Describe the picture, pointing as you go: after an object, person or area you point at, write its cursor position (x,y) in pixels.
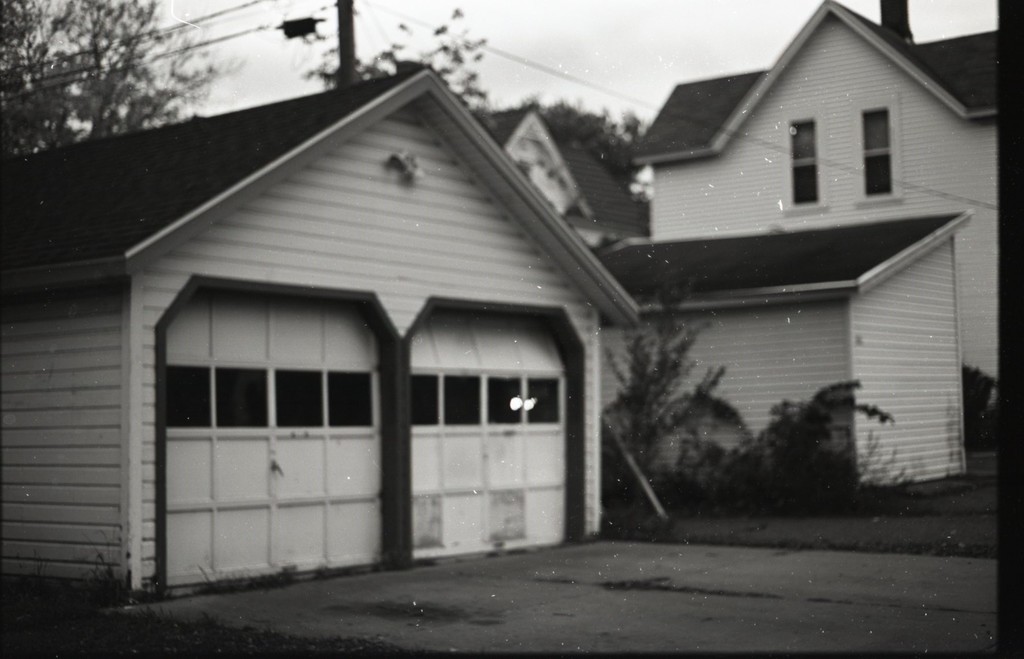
In this image I can see a building (248,295). Background (40,73) I can see few trees (93,85), and sky (558,46) in white color.
